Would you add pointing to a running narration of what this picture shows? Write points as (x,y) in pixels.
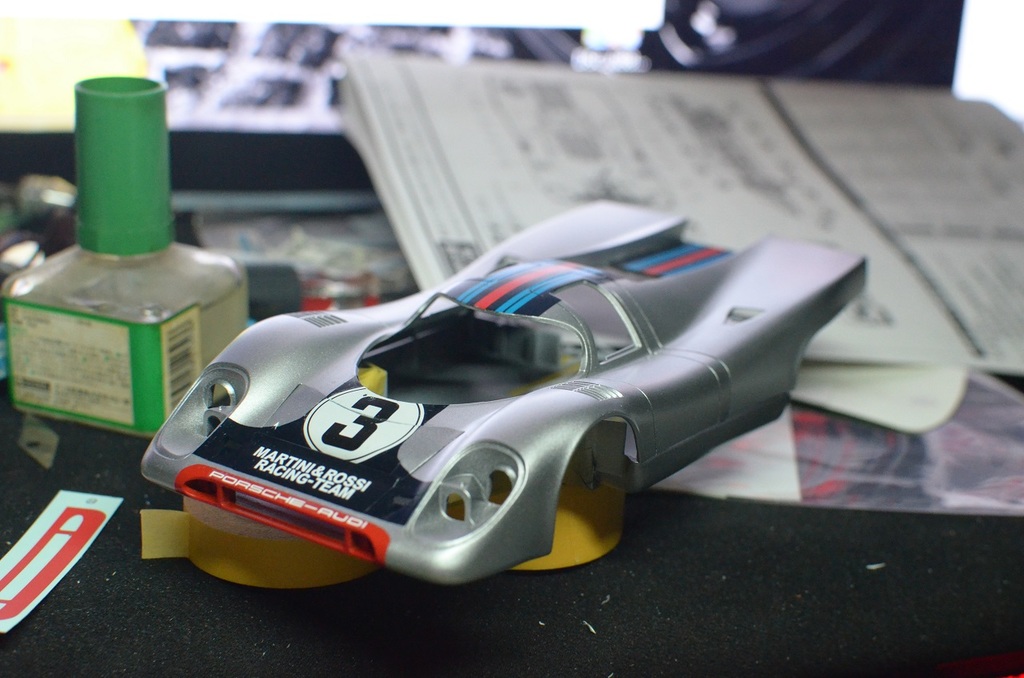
This image consists of books (802,221), papers (852,335), toys (417,428), plasters (151,531). There is some green bottle (110,356).
